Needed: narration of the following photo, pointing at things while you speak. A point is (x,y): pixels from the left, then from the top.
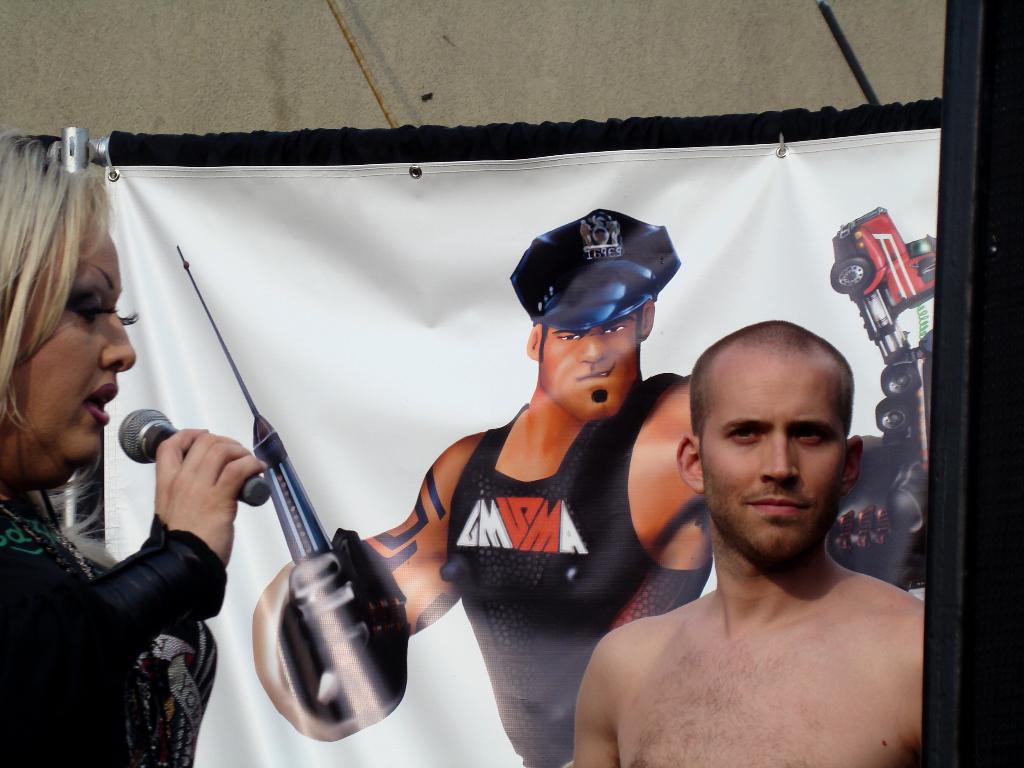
A shirtless man (752,662) is on the right side of the image (775,424). A lady (226,478) with a mic (147,425) in her hand (218,467) is talking to him. In the background (257,303) there is a poster (698,211) of a man (540,554) who has truck (891,280) in one hand (896,447) and a tool (298,533) in his other hand (373,596). This is fixed to the wall (493,119).
